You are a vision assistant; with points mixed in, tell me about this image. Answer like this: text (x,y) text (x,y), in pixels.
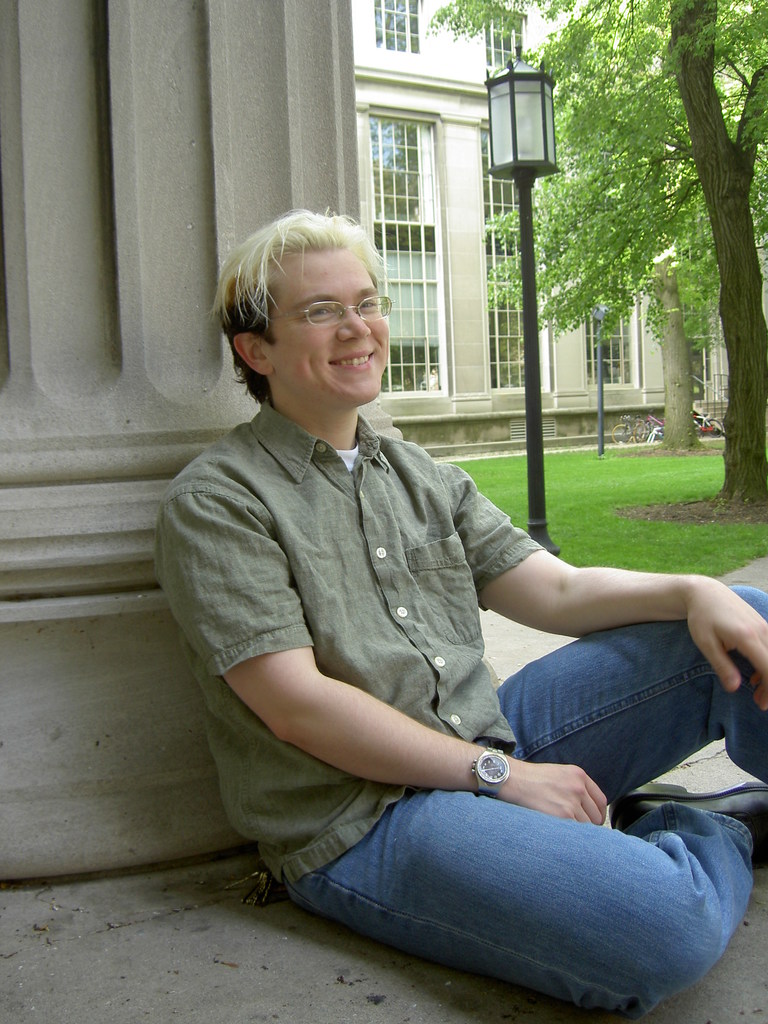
A man (529,568) is sitting, he wore a shirt (434,675), jeans trouser (554,844). He is smiling, on the right side (618,121) there is a lamp (550,154) and tree (717,24).
